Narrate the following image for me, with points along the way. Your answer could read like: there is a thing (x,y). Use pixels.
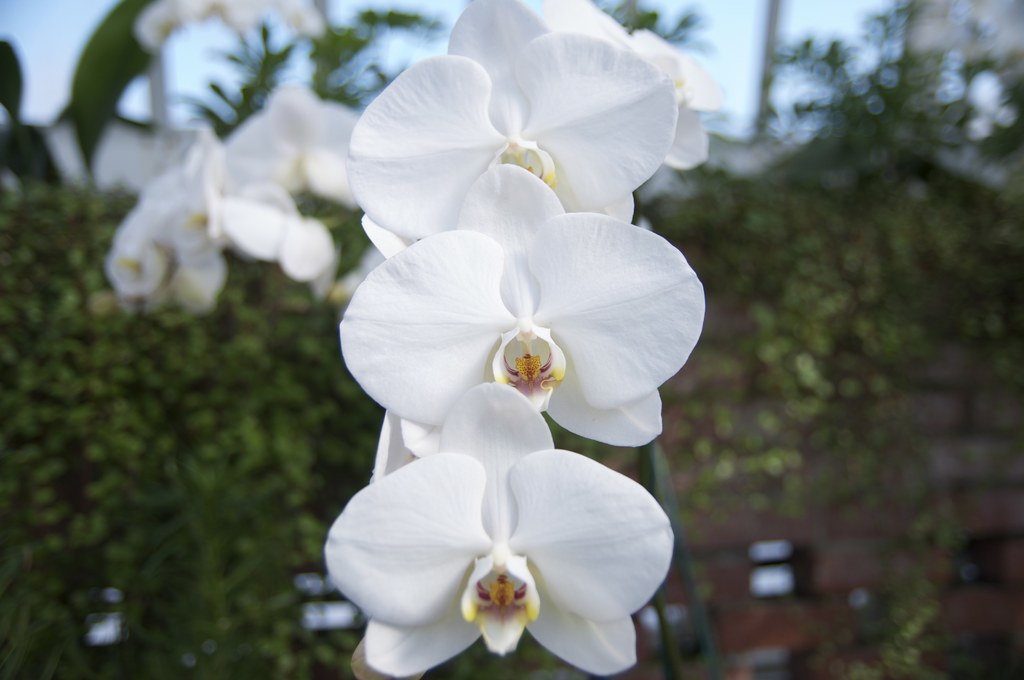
In this image we can see a group of flowers (495,342). On the backside (709,280) we can see some trees (816,315) and the sky (710,125).
